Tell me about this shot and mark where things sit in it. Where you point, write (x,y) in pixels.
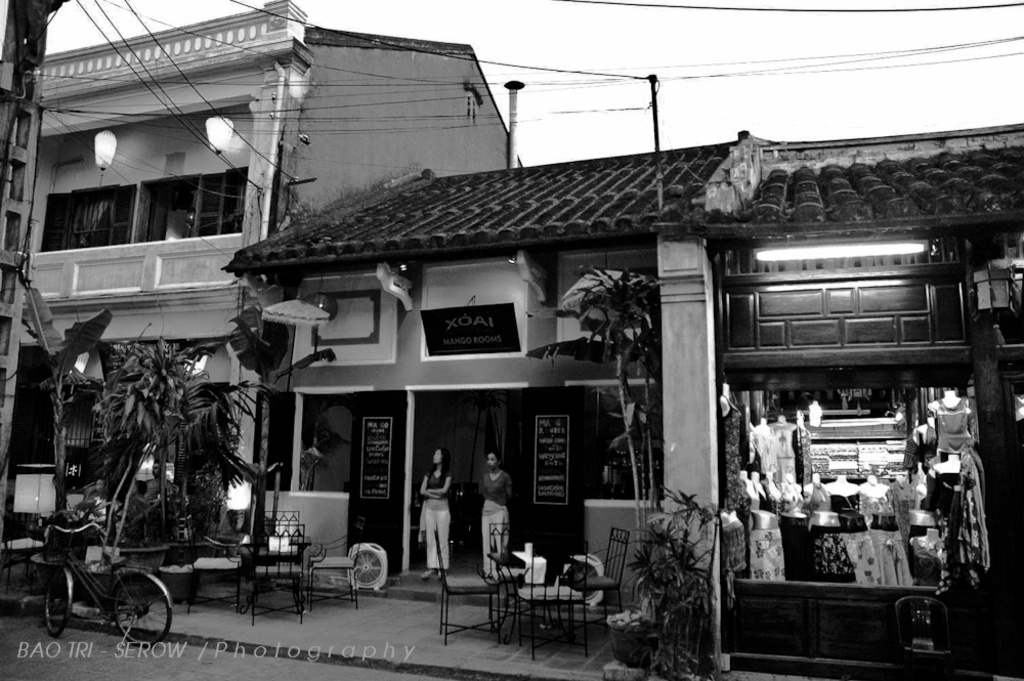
This is a black and white image. We can see a few houses (493,284). There are a few people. We can see a pole (657,125) with some wires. We can see the ground (302,664) and a bicycle (96,603). There are a few chairs (286,568) and tables (537,612). We can see some lights (210,125). We can see some clothes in one of the houses (917,381). We can see the sky (772,27).
